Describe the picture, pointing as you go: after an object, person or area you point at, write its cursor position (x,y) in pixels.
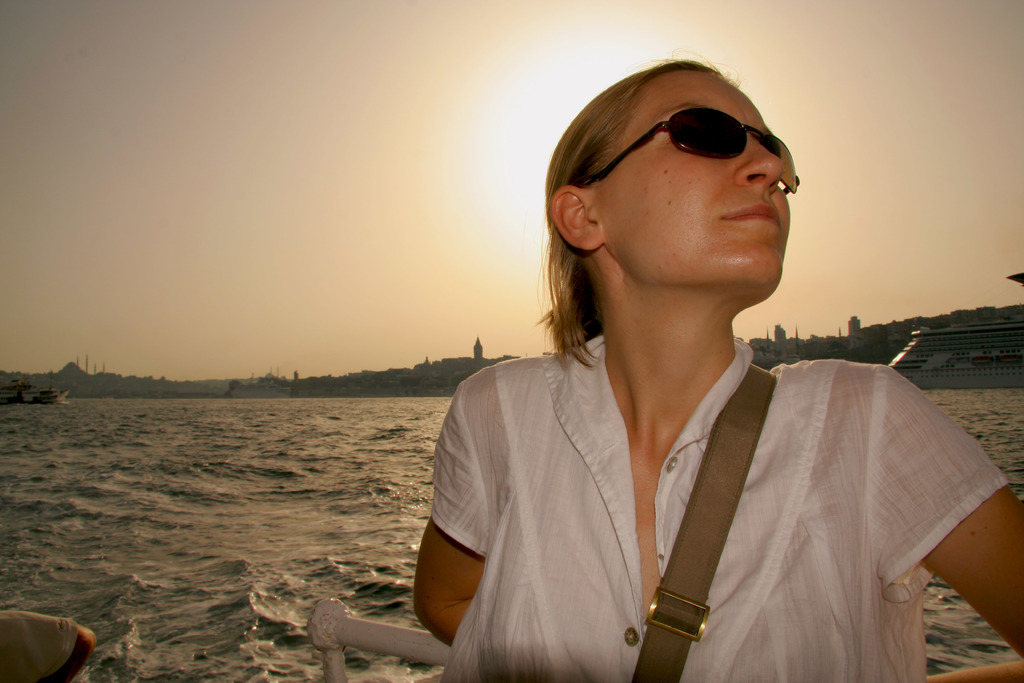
In the center of the image (549,247) there is a woman (617,388) wearing spectacles (698,133). In the background (162,448) we can see water (103,451), buildings (298,379), ship (929,366) and sky (234,144).
